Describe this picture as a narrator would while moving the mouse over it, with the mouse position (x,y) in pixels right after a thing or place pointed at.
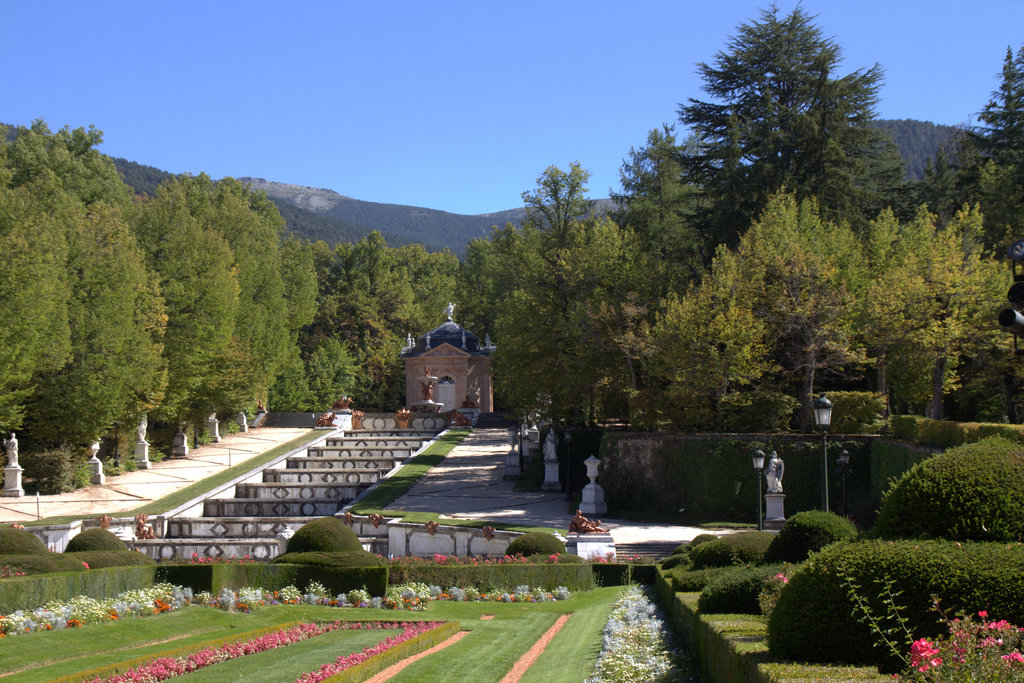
This image consists of many trees (986,189) and plants (106,609). At the bottom (545,633), there is green grass (30,636) on the ground (518,654) along with flowers (364,658). In the front (332,517), we can see the steps (227,510). And a small house (443,392). In the background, there are mountains (490,217). At the top (435,105), there is sky (372,135).
